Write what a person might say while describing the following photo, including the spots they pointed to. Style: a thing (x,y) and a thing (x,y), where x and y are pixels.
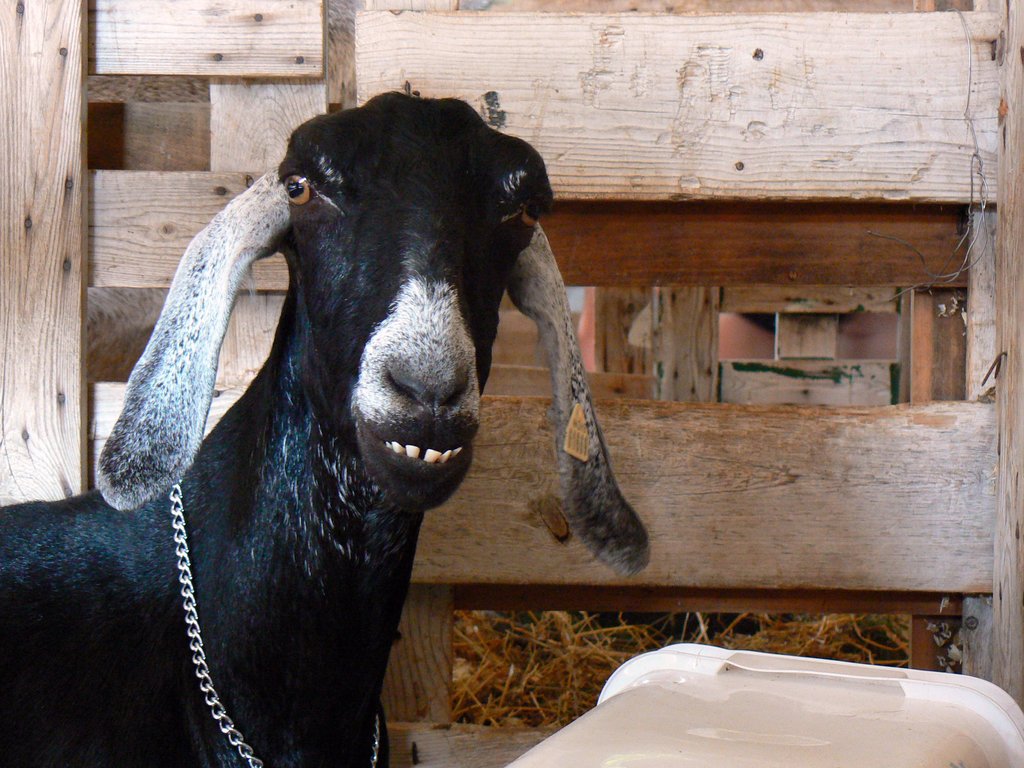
On the left side of the image (117,559) we can see a goat (171,427). In the background of the image (66,32) we can see the fence (637,446). At the bottom of the image (619,628) we can see the dry grass (483,652) and container (684,708).
